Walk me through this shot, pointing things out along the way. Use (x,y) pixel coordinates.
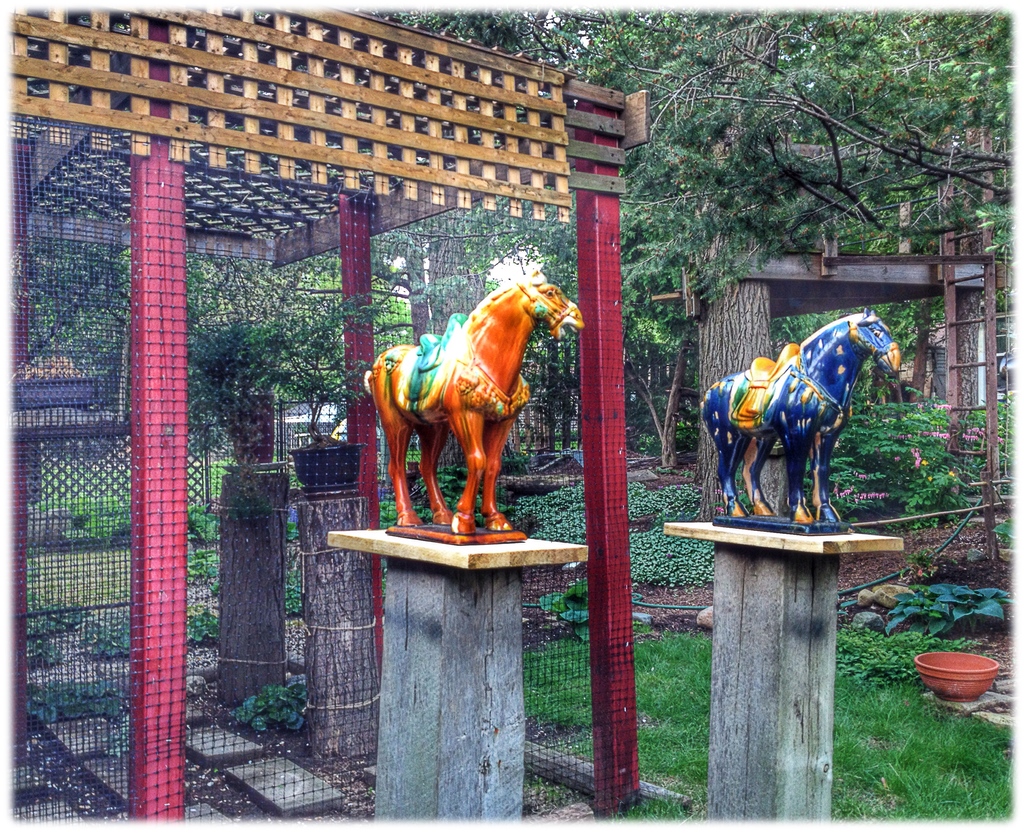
In this picture we can see there are two statues (791,446) on the poles (441,633) and behind the statues (464,418) it is looking like a fence (609,356). On the right side of the fence (429,196) there are trees (680,186), a ladder (992,370) and on the path (931,698) there is a pot (966,680).
